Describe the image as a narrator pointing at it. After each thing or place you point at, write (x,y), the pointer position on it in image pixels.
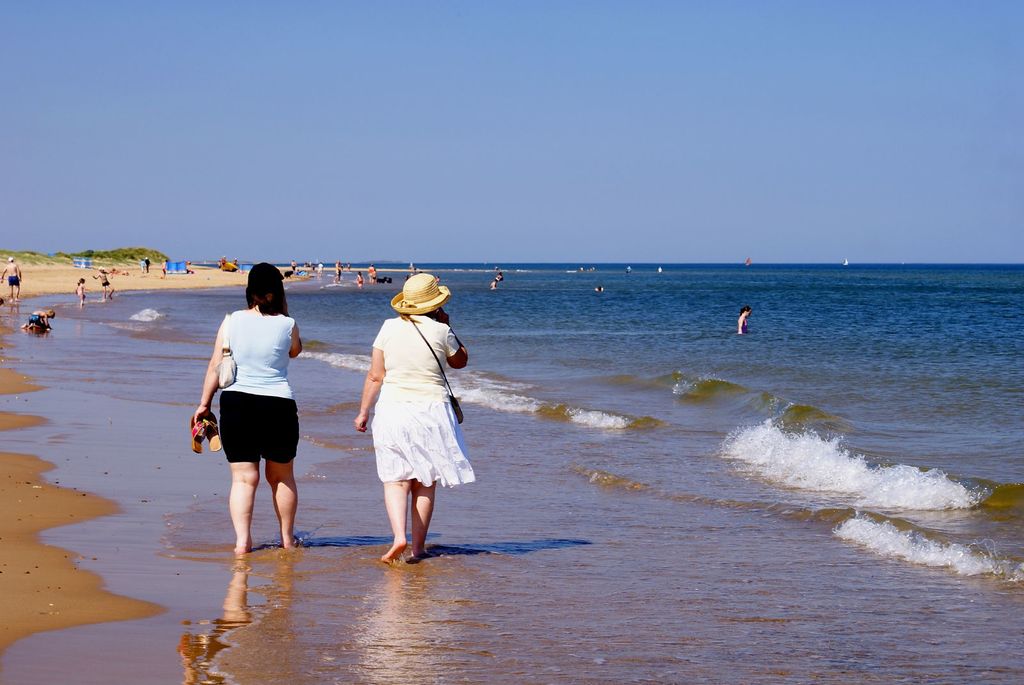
In this image we can see a few people (248,334), among them some people (213,359) are on the ground (49,272) and some people (407,279) are in the water (632,356), there are some trees (101,261) and other objects (181,262) on the ground (92,278), also we can see the sky (635,122).
